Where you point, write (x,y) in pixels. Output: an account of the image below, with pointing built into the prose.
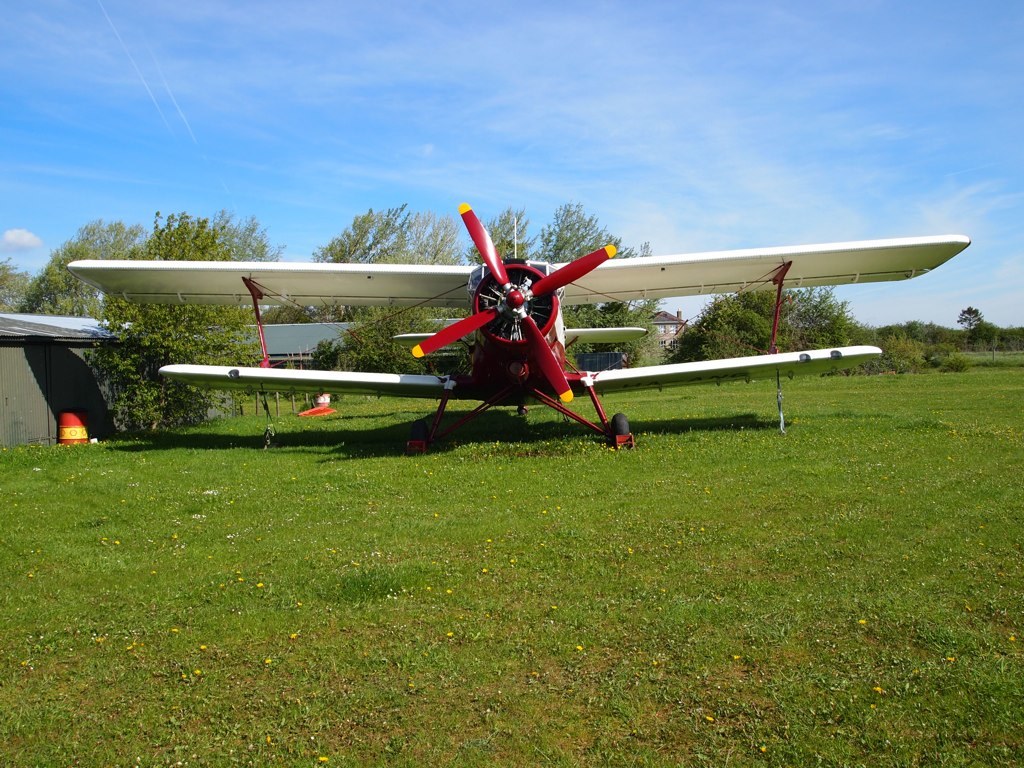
In this image there is an airplane (398,377) on the grass (441,420), and in the background (431,363) there are trees (940,345), houses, sky (513,182).
